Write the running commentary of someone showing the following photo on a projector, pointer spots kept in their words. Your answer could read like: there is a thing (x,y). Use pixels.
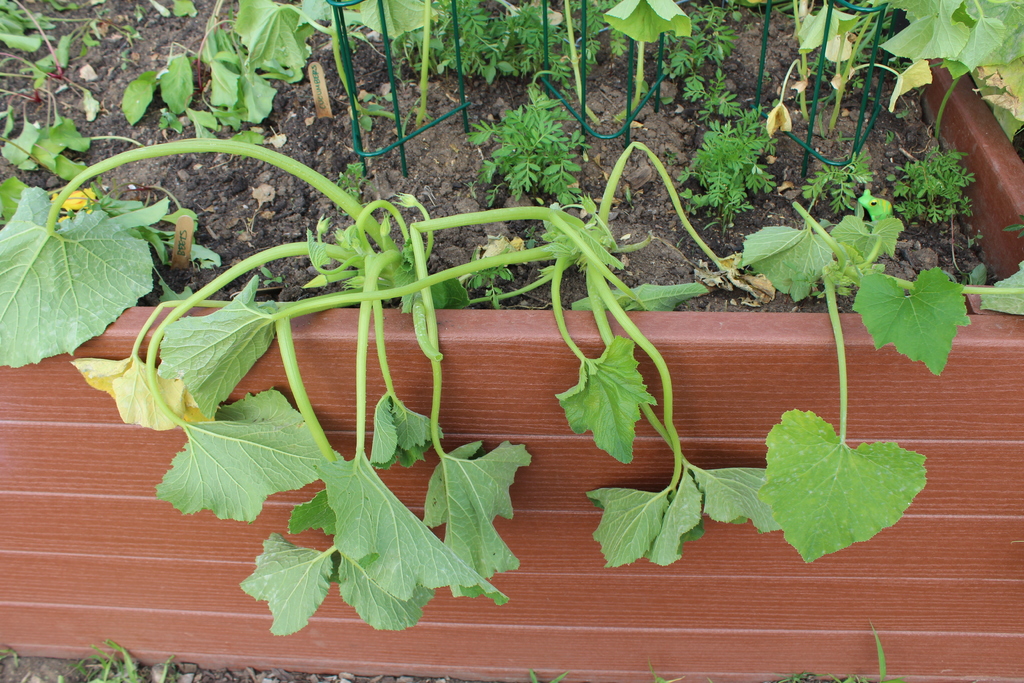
This is the picture of different types of plants (368,289) and we can see a few plants (637,493) planted in a pot (985,406) which is in red color.
